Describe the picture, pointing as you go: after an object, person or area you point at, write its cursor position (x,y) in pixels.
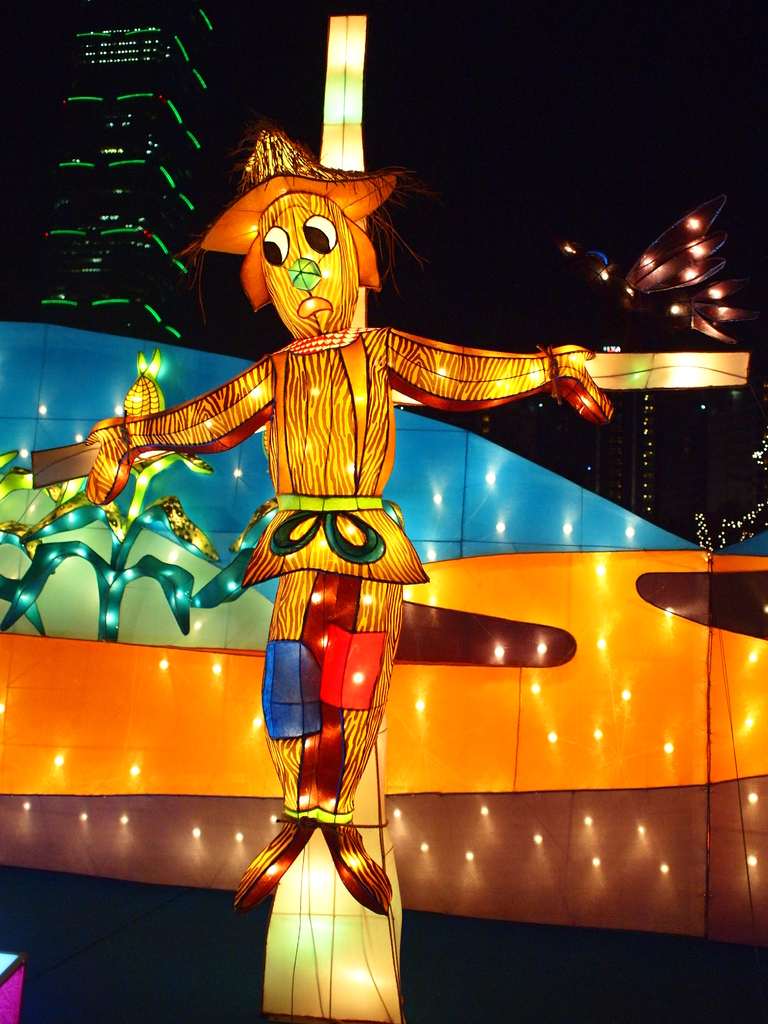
In the picture there is a statue (318,192) of a cartoon (325,486) and there are a lot of lights (319,596) kept around that cartoon (300,344) and in the background (117,155) there is a building (155,308).
